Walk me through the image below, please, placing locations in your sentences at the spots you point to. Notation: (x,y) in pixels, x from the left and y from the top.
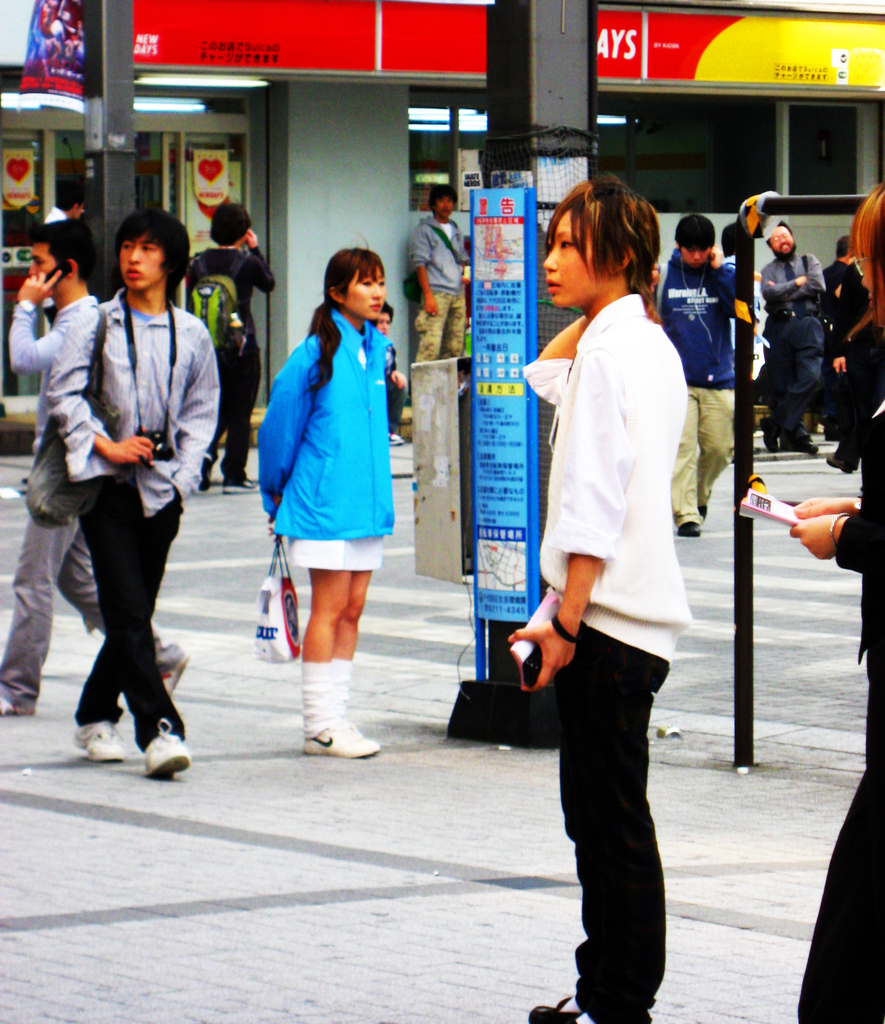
The picture is taken on the streets (55,750). In the foreground of the picture (153,646) there are people (611,801) on the footpath (275,700). In the center (520,500) there is a pole (519,326), on the pole (507,292) there are posters (494,280). In the background (689,301) there are people (698,288) walking down the road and there is a building (455,93).
